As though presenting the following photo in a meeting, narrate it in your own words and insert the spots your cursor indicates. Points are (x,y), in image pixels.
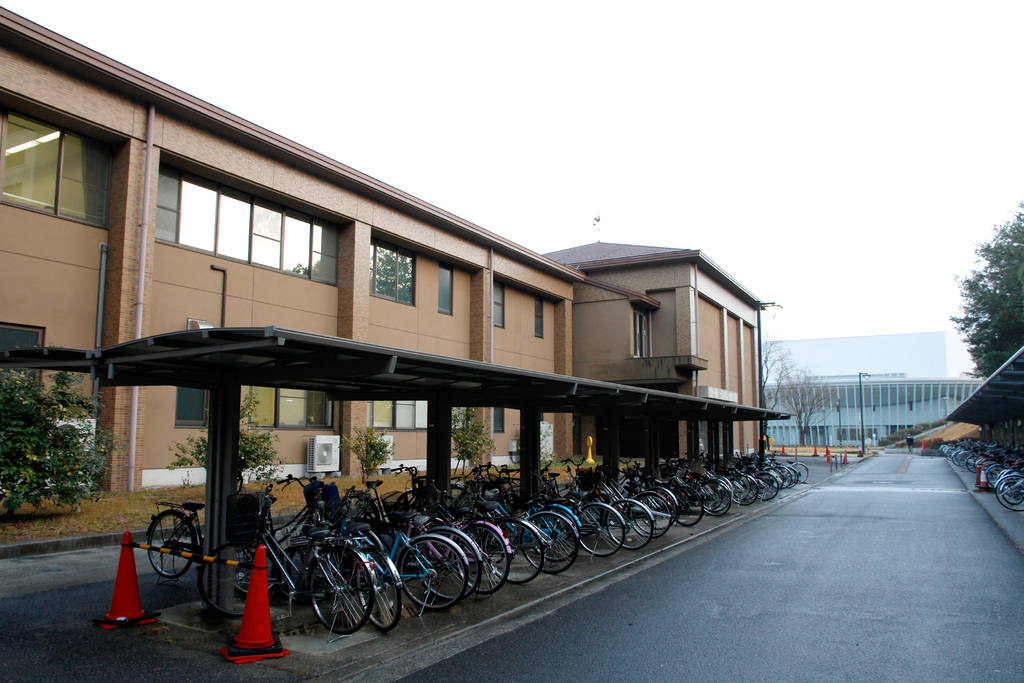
In the center of the image (595,364) we can see buildings (601,280), windows (212,236), shed (617,417), bicycles (297,479), air conditioner (329,444), plants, grass (259,487), electric light poles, divider cones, tree (989,317) are there. At the top of the image (876,87) the sky (872,70) is there. At the bottom of the image (737,600) road (851,557) is there.
